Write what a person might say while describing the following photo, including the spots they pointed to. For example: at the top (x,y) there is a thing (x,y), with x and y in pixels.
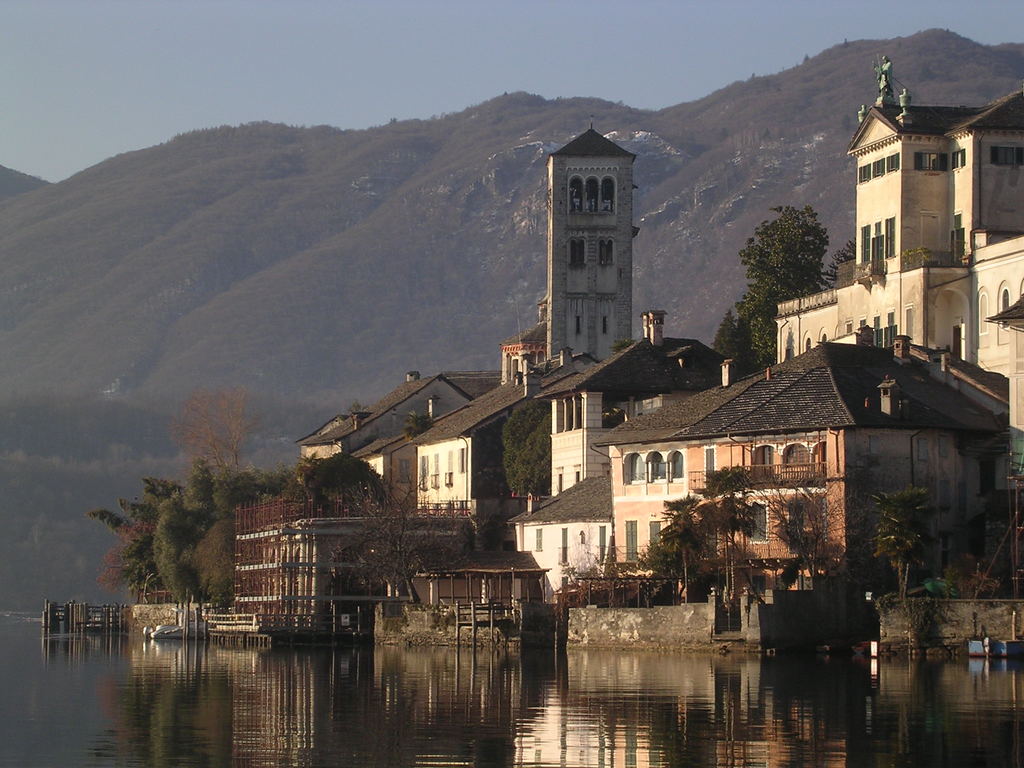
We can see water (642,765), buildings (648,538) and trees (792,219). In the background (641,322) we can see hills (492,100) and sky (512,38).
